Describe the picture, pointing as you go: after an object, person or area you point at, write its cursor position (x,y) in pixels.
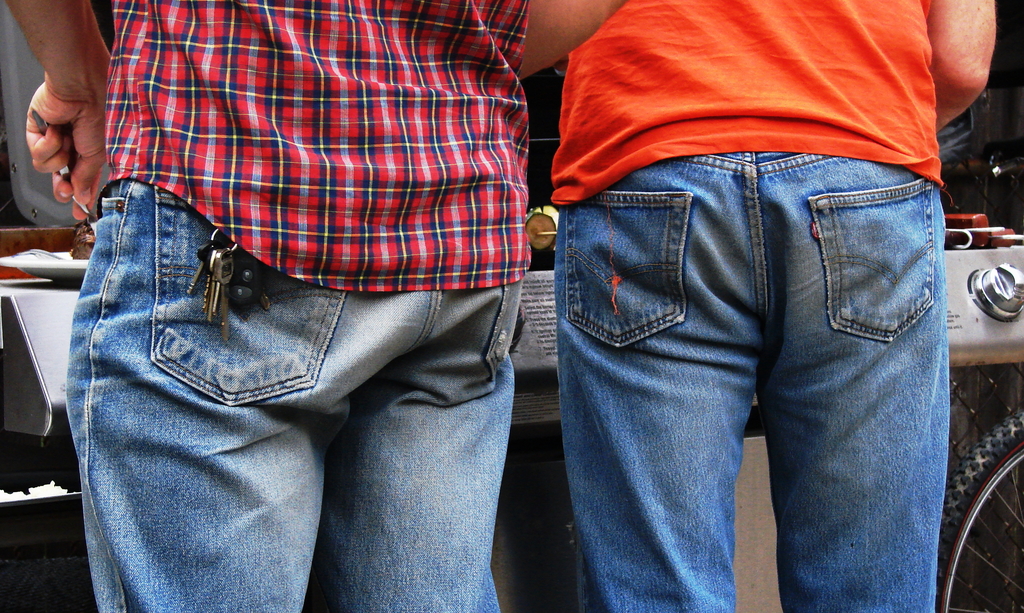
In this image in the front (393,293) there are persons (393,293) standing. In the background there is a vehicle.
